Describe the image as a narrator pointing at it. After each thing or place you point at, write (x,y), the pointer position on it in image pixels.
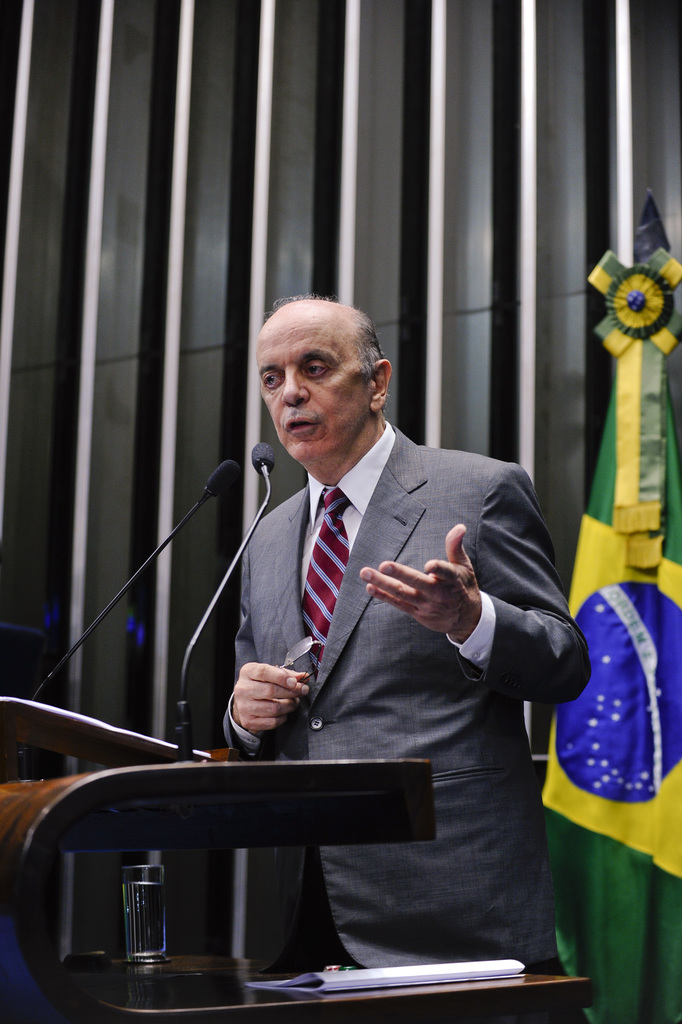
In this picture we can see a man (427,869) is standing in front of a podium (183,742), he is holding spectacles (302,652) and speaking something, there are two microphones (148,565) in front of him, we can see a table (200,958) in the front (222,998), there is a glass (138,953) of water (137,917) and a paper (398,974) present on the table (373,992), on the right side (613,527) there is a cloth (634,563).
